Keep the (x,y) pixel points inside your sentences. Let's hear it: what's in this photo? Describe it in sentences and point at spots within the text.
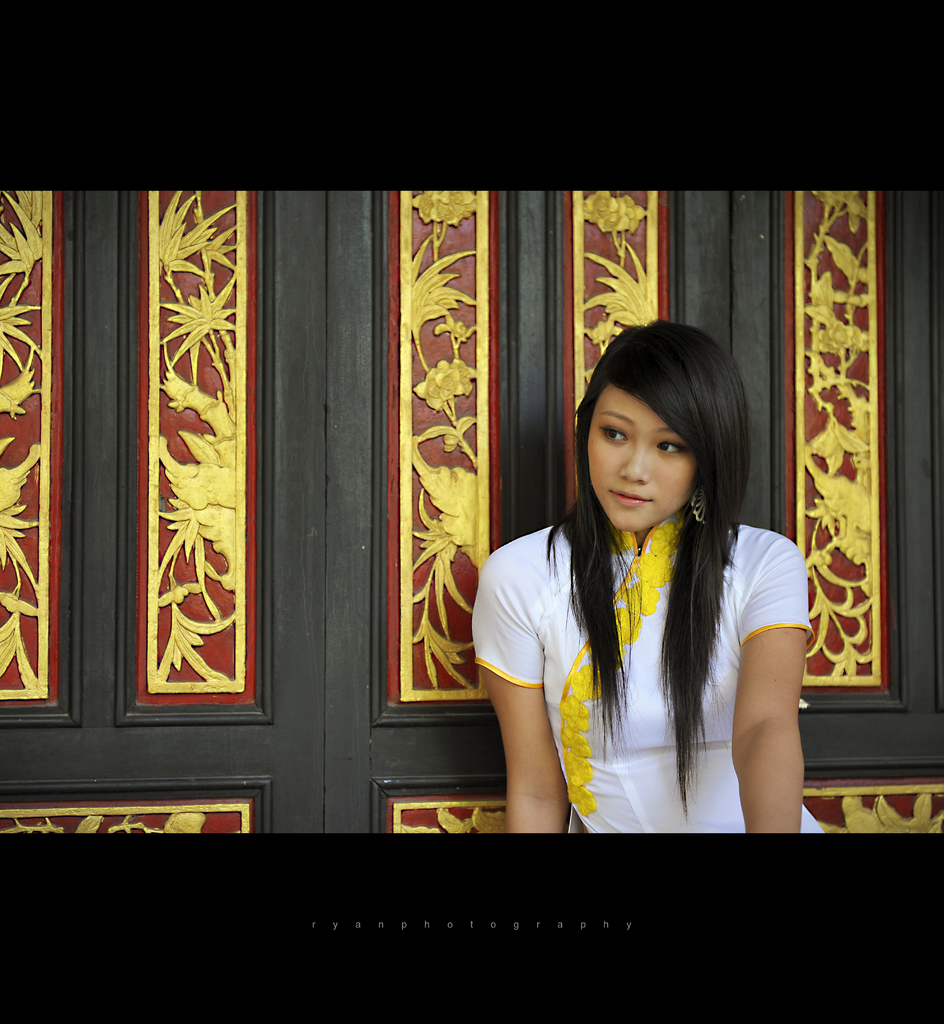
In this image we can see a lady (568,735). In the back (287,617) there is a wooden wall (288,561) with designs (394,361). At the top (324,110) and bottom there is black border (653,941). At the bottom (448,921) there is a text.
